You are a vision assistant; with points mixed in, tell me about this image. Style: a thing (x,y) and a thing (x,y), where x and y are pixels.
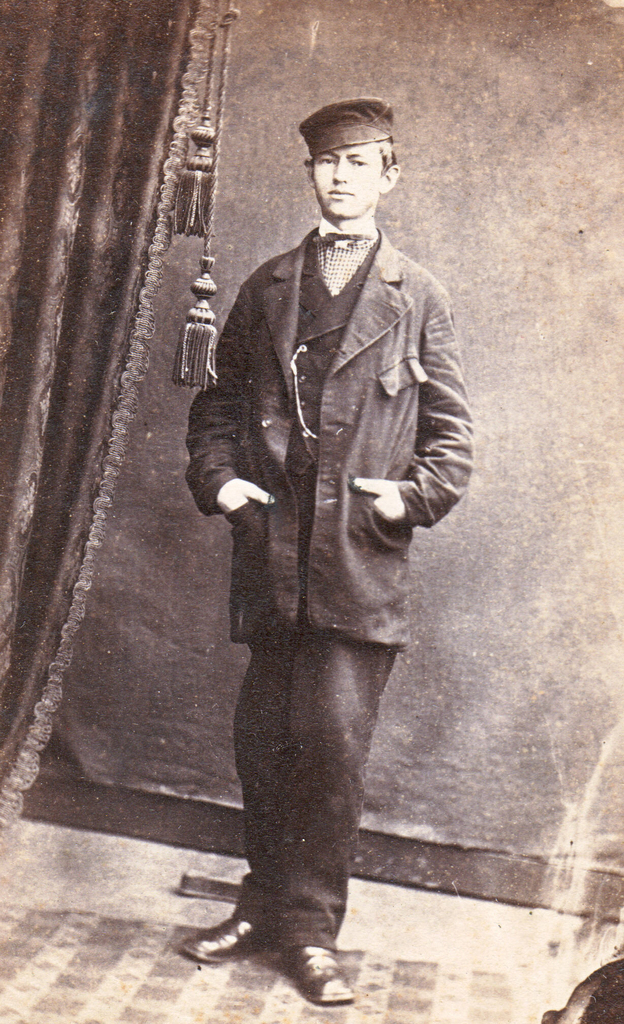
In this image I can see a man (364,276) is standing and I can see he is wearing a jacket (412,286), a cap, a pant (293,733) and shoes (232,929). On the left side of the image (175,200) I can see a curtain (72,311).
